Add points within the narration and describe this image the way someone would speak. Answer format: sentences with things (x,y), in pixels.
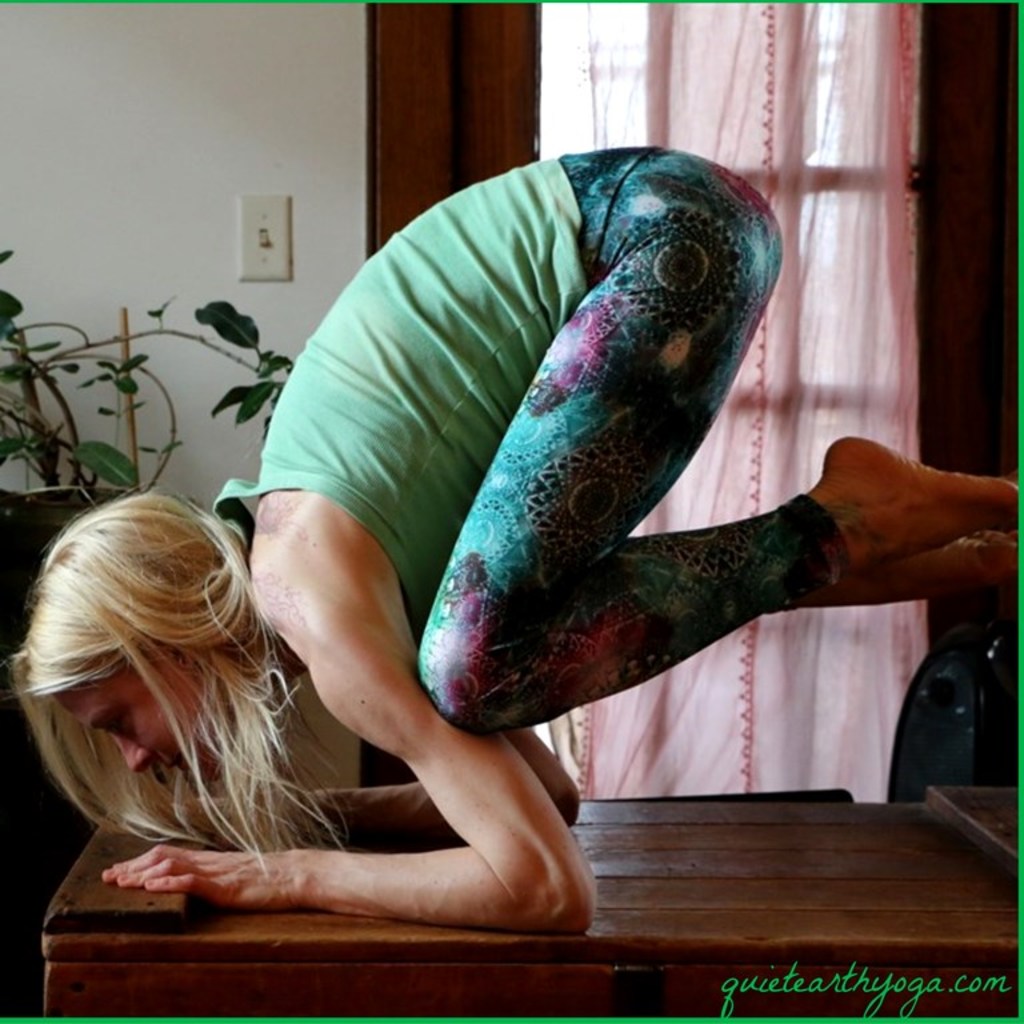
In this image we can see a lady (455,553) on a wooden surface (610,906). In the back (157,413) there is a wall (149,248). Also we can see a window (767,134) with curtain (799,397) and there is a plant (82,447). At the bottom (801,986) there is text (833,976).
